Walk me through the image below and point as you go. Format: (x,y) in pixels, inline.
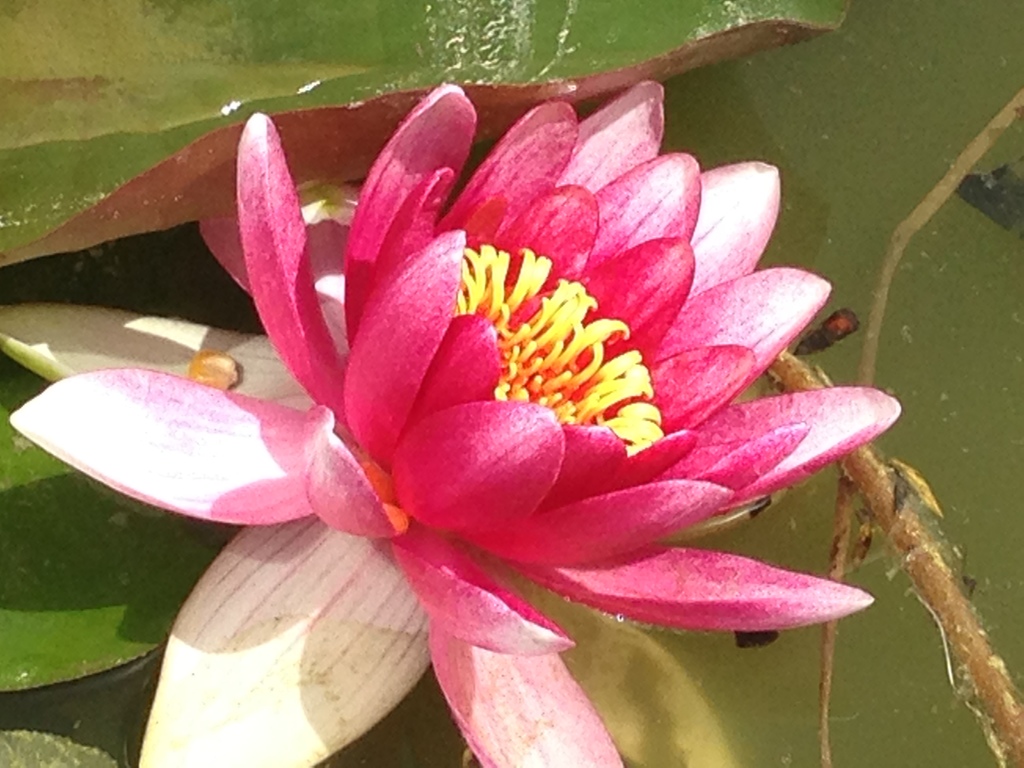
In this image I can see a flower (427,389) which is pink, white and yellow in color and I can see few leaves (261,101) which are green in color in the water (869,156).
